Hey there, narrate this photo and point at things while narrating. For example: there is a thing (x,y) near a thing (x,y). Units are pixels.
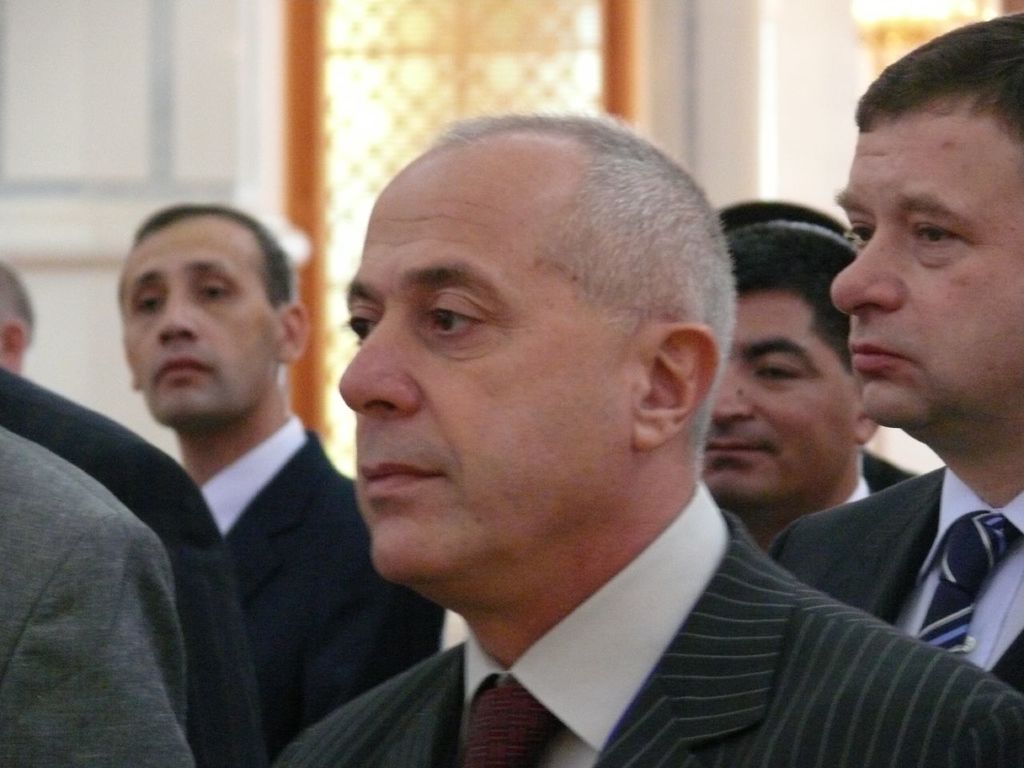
Here in this picture we can see a group of men (400,390) standing over a place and all of them are wearing suits (850,599) on them over there.
